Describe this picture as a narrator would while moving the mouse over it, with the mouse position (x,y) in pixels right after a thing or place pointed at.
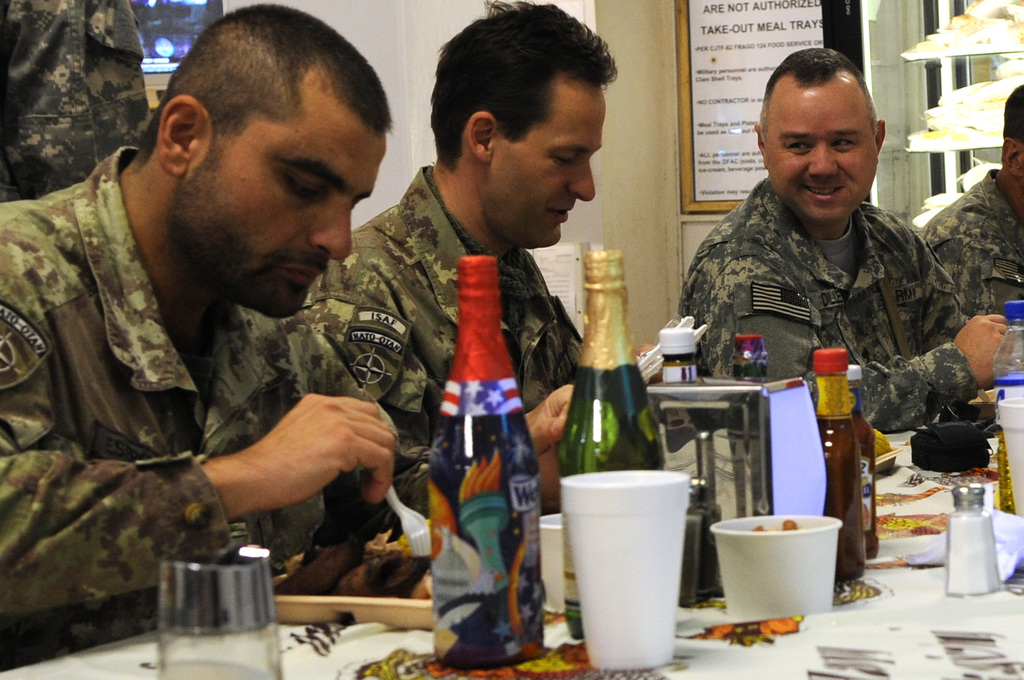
This picture might be taken inside a dining hall. In this image, on the left side (170,534), we can see a group of people (267,544) sitting on the chair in front of the table (435,660), at that table (898,616), we can see a plate (414,615) with some food (359,570), wine bottle (431,551), glasses (620,474) and a cloth (886,597) on the table (404,643). On the right side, we can see a shelf (957,184). On the left side (103,19), we can see a hand (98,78) of a person (74,13). In the background (682,60), we can see a board (757,92) which is attached to a wall (661,50).
